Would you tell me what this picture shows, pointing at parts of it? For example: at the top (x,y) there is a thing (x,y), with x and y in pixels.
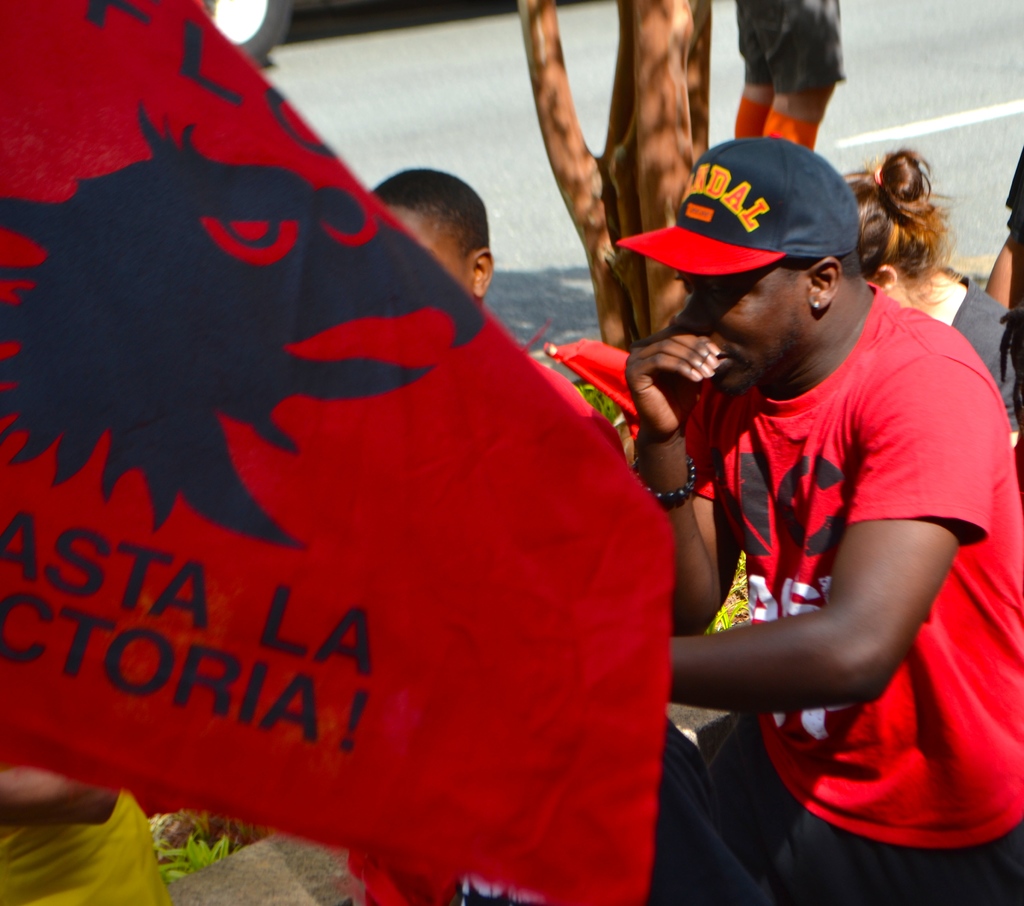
In this picture we can see some people (778,406) in the front (728,394), on the left side (317,609) it looks like a flag (129,557), we can see some text (154,603) on the flag (106,586), a person (852,587) on the right side (739,221) wore a cap (782,227), there are plants (714,631) at the bottom (733,614).
